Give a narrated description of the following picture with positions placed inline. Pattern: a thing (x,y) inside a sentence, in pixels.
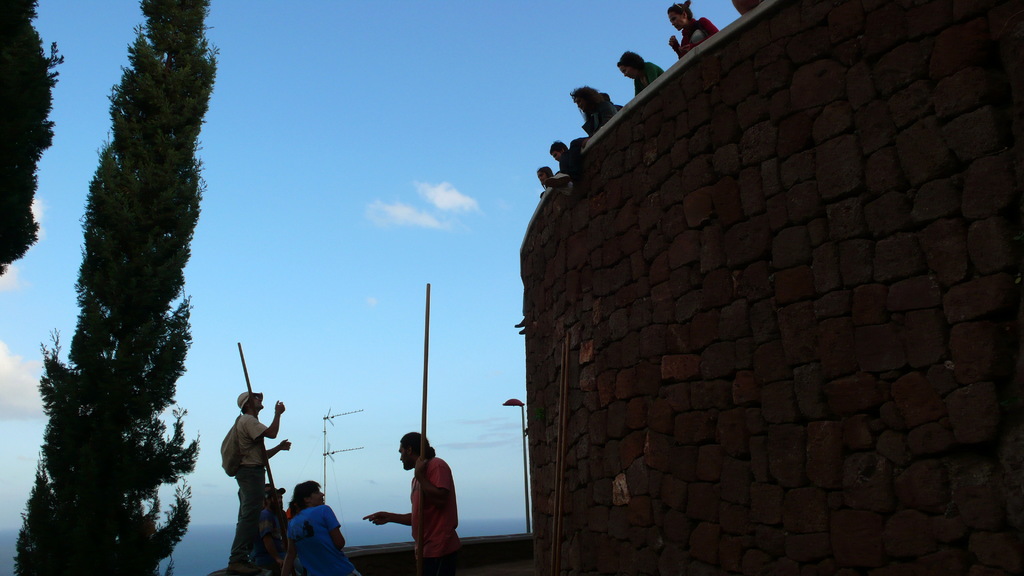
In the picture I can see the rock wall (859,326) on the right side (806,90) and I can see a few persons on the side of the wall (754,33) on the top right side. I can see a few people (402,520) at the bottom of the picture (298,541) and I can see two of them (404,444) holding the wooden stick (424,443) in their hands (421,462). There are trees (112,392) on the left side (99,221). There are clouds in the sky (364,179).
